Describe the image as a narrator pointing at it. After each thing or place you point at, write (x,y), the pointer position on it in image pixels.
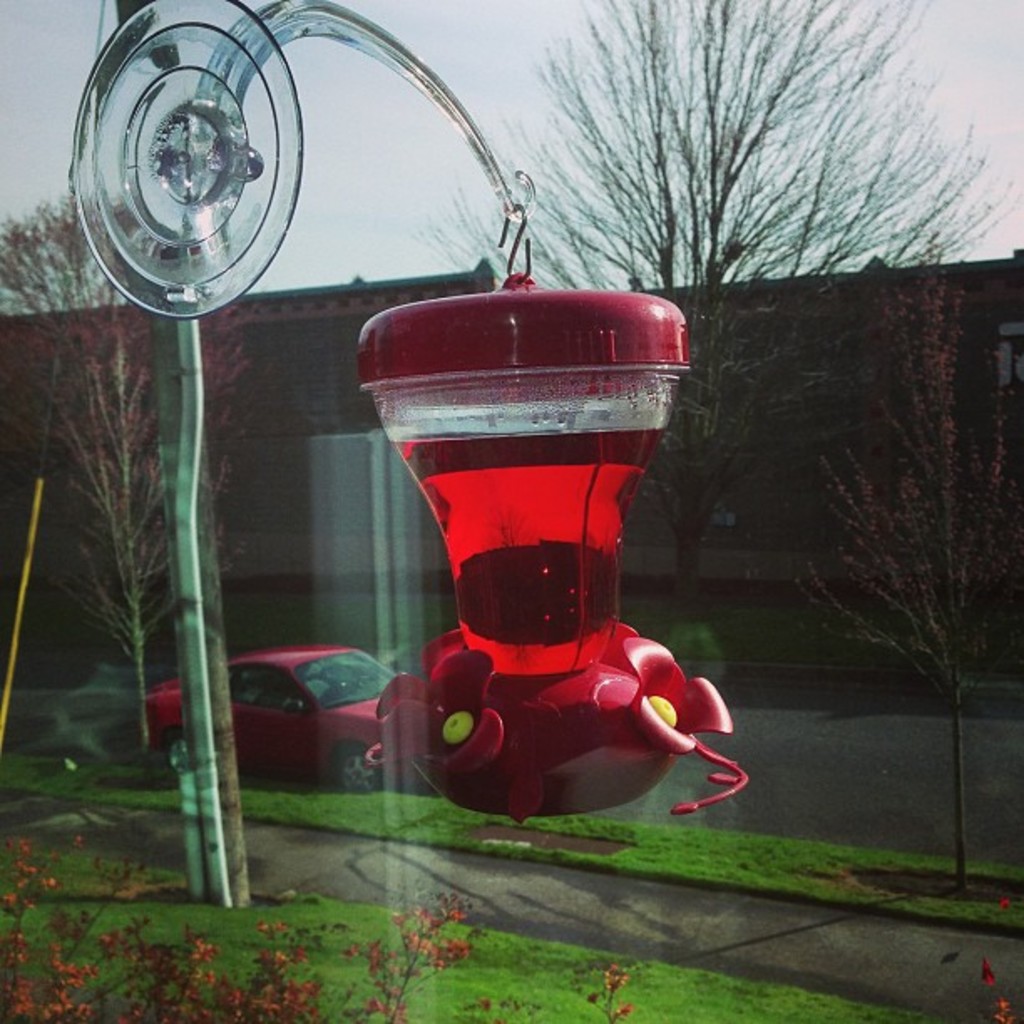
This is a glass (418,884) and here we can see a handle (203,180), through the glass (402,618) we can see a bird feeder (598,424), trees (720,299), buildings (314,403), poles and vehicles (353,653). At the bottom (832,808), there is road (811,777) and we can see some plants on the ground (523,961).
